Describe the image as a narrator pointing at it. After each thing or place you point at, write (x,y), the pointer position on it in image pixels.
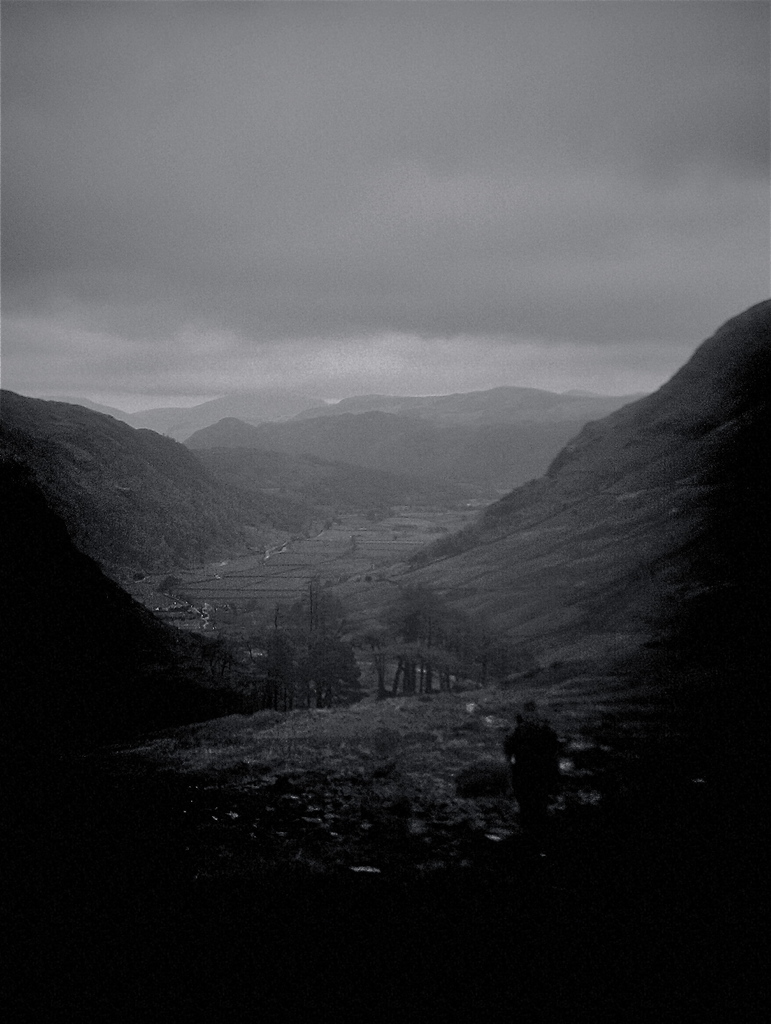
In the image there are hills (429,497) on either side with plants (300,531) and trees (411,676) all over the land (422,456) and above its sky (381,145) with clouds (407,185).
